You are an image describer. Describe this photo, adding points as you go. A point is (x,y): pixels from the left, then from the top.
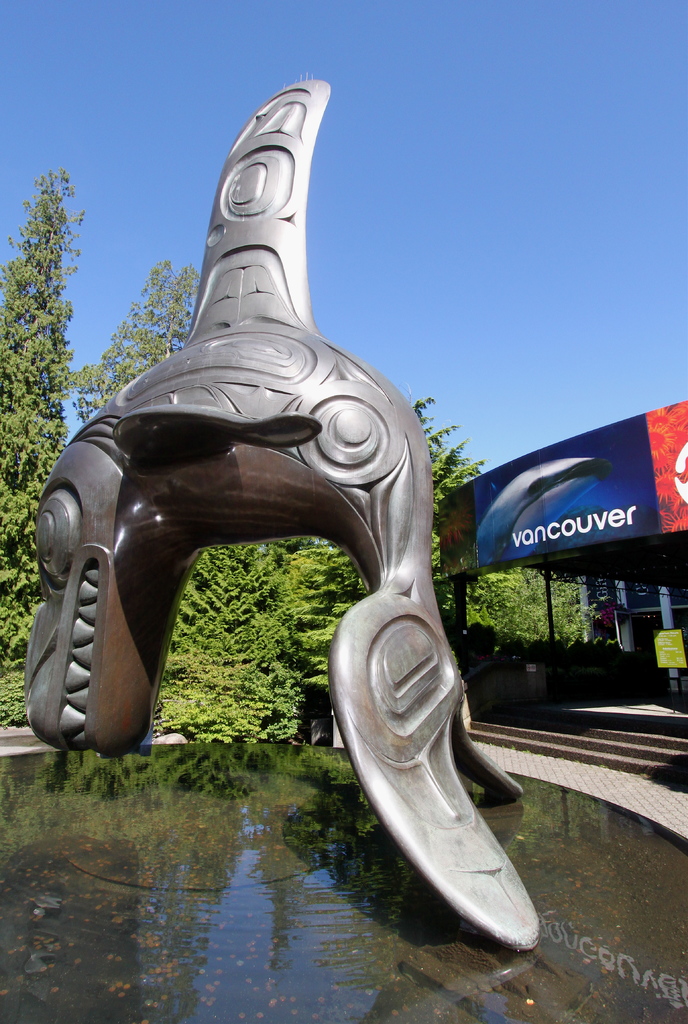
In this image, we can see an object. We can see some water (558,991) and a few boards (545,506) with text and images (558,501). There are a few poles (586,605) and stairs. We can see some trees (566,659) and the sky (477,289). We can also see some reflection (672,988) in the water (582,821).
